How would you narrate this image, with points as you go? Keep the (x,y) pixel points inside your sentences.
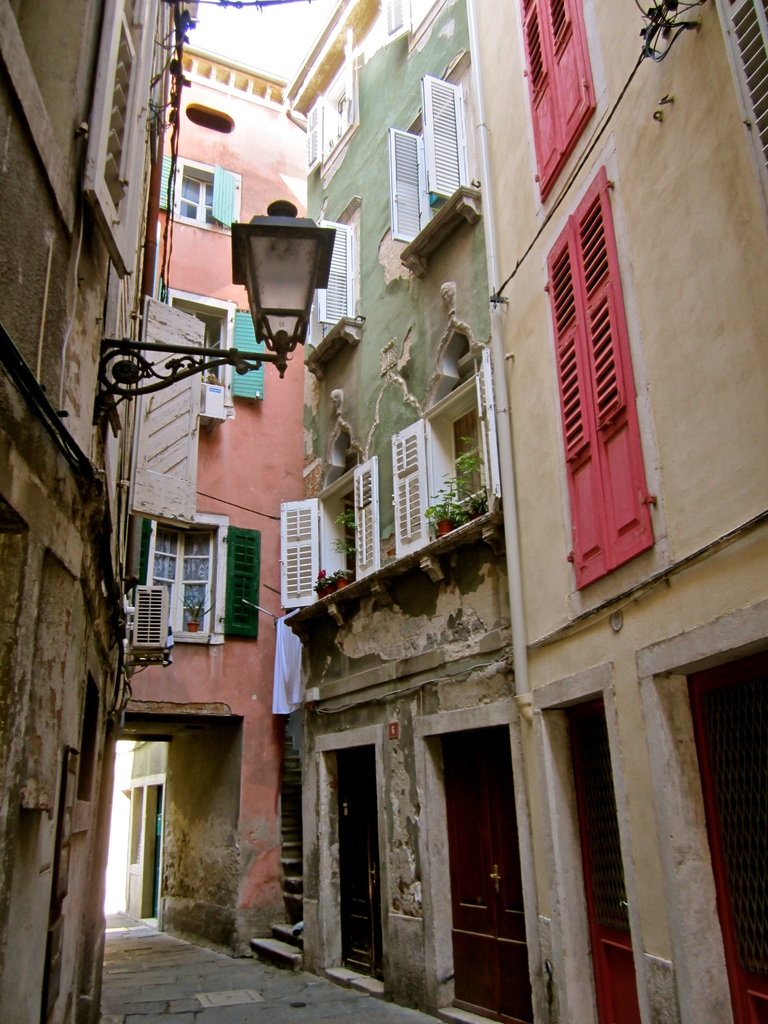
In this image we can see street (210,955) and there are some buildings (492,535) on left (144,509) and right side of the image (619,417) and there is a lamp (296,229) which is attached to the building wall (58,473).
